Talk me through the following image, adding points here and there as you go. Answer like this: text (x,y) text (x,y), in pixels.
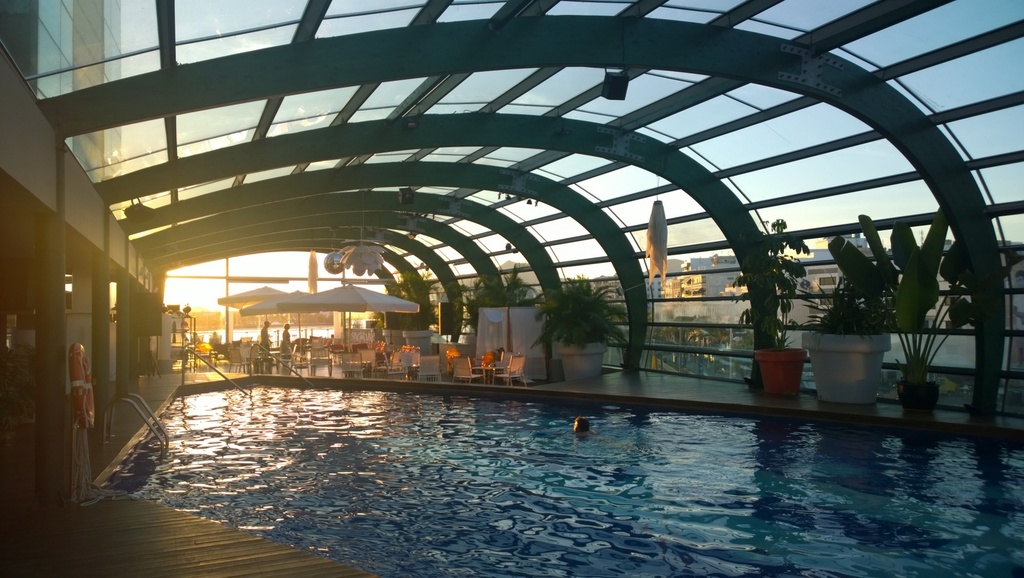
In this image we can see a building (82,182), swimming pool (371,428), persons (288,347) standing on the floor (106,452), tables (379,357), chairs (254,350), parasols (332,311), lights (356,253), houseplants (840,302), buildings (707,284) and sky (412,148) with clouds (201,187) in the background (603,278).
